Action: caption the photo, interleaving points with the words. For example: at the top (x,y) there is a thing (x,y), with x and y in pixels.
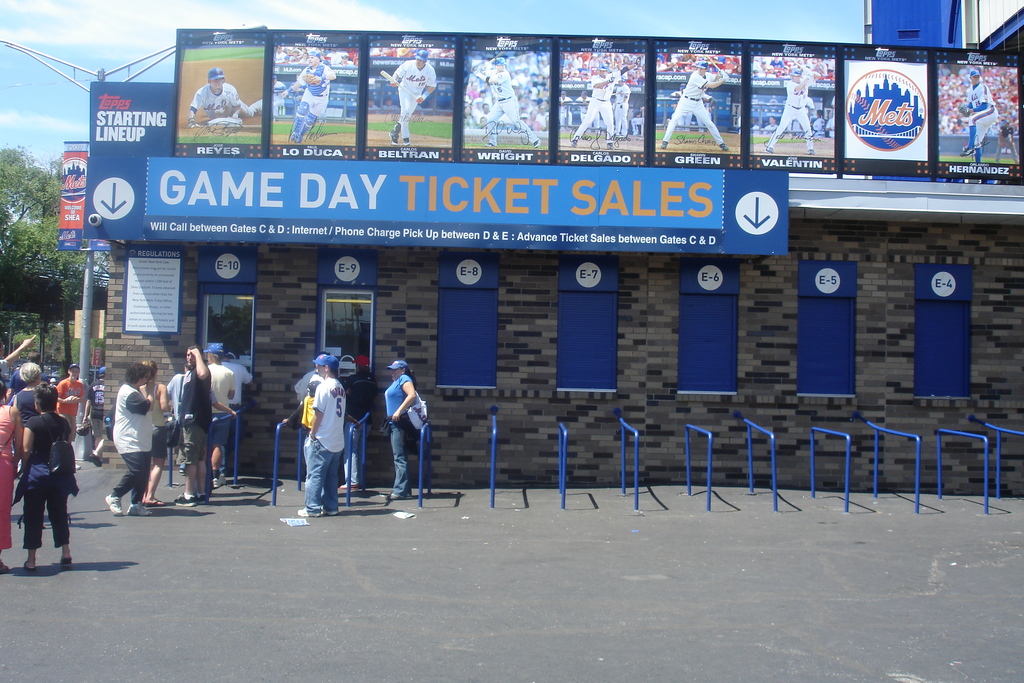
In this image I can see number of persons (97,393) standing on the road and few blue colored metal rods (350,463). In the background (843,382) I can see a building (641,300), few boards (476,204) attached to the building (925,262), a metal pole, few trees (5,169) and the sky (175,30).
